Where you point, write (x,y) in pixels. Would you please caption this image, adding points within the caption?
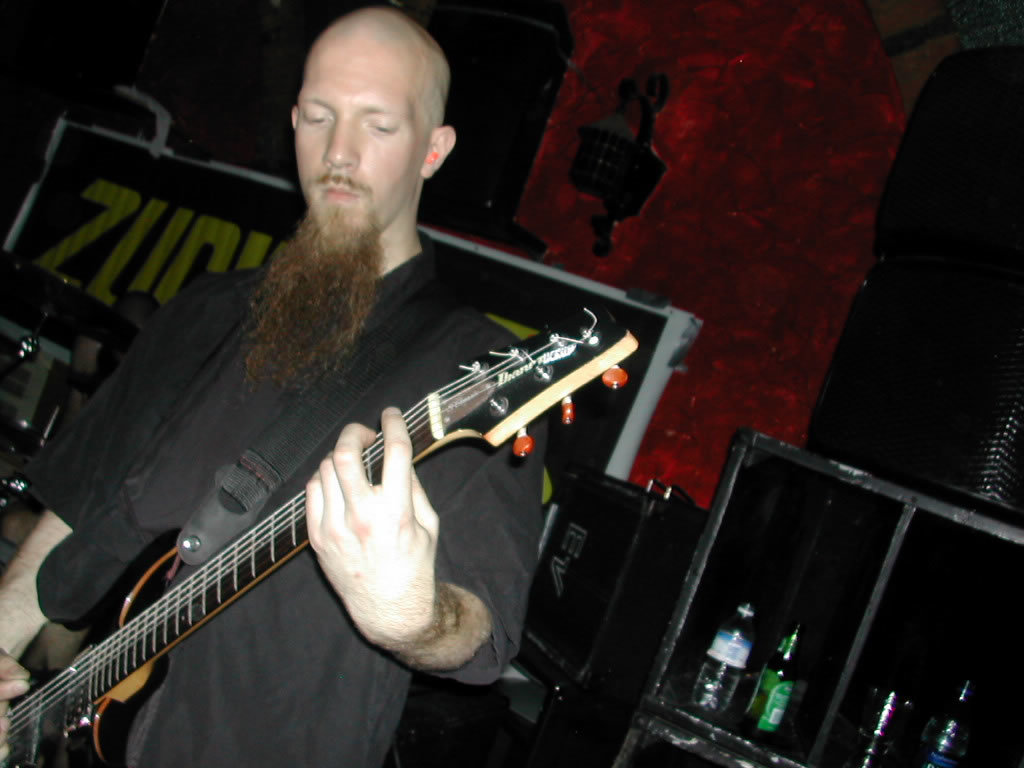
A man (213,421) with black t-shirt (171,423) is standing and playing a guitar (263,560). To the right bottom (761,589) there is a cupboard (818,461) with bottles (763,690) in it. On the cupboard (835,473) there are 2 speakers (958,324). In the background (109,271) there is a poster (638,421) and a lamp (622,162).
